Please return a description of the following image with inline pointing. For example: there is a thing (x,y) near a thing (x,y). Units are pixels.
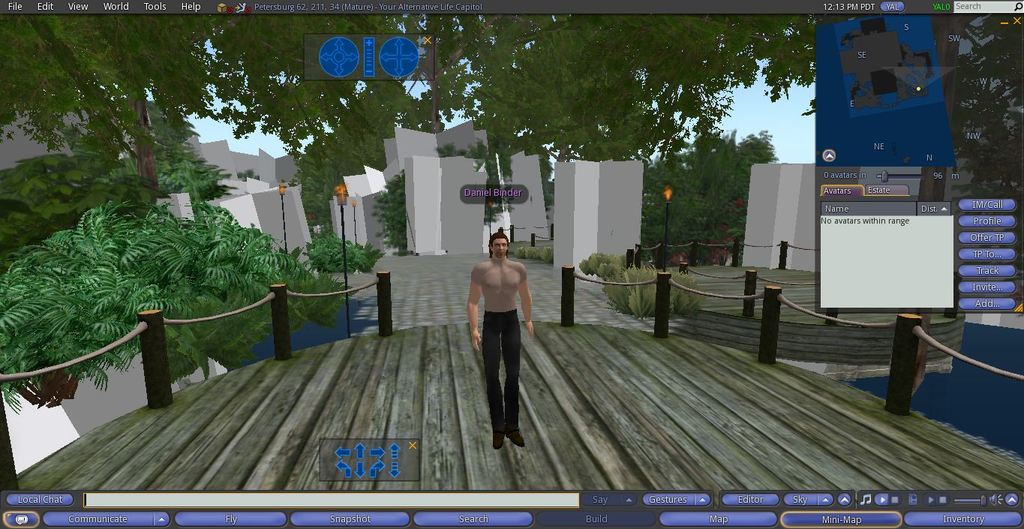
In this picture I can observe a graphic. In the middle of the picture (497,332) there is a man (485,337) standing on the wooden surface (424,394). I can observe a railing (274,329) on either sides of the picture. In the background (474,226) there is a house (365,208) and some trees (596,50).
